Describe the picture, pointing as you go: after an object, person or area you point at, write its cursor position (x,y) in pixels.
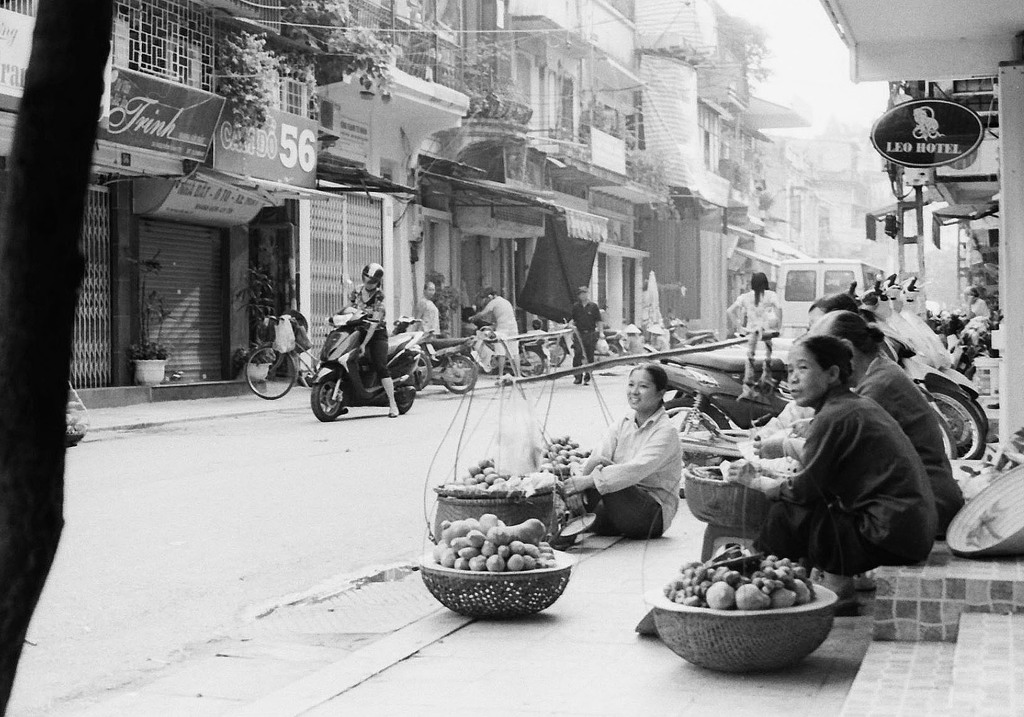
In this image I can see the road (181,565). On the road (236,468) there are many vehicles (337,384) and I can see one person (387,374) with the motor bike (337,398). To the side of the road (274,559) I can see the baskets (463,602) with some materials (470,556) and few people (653,463). I can also see the buildings (487,260) to the side of the road (197,561). There are boards (233,153) can be seen to the building (517,247). In the back (796,129) I can see the sky (819,107). And this is a black and white image.
